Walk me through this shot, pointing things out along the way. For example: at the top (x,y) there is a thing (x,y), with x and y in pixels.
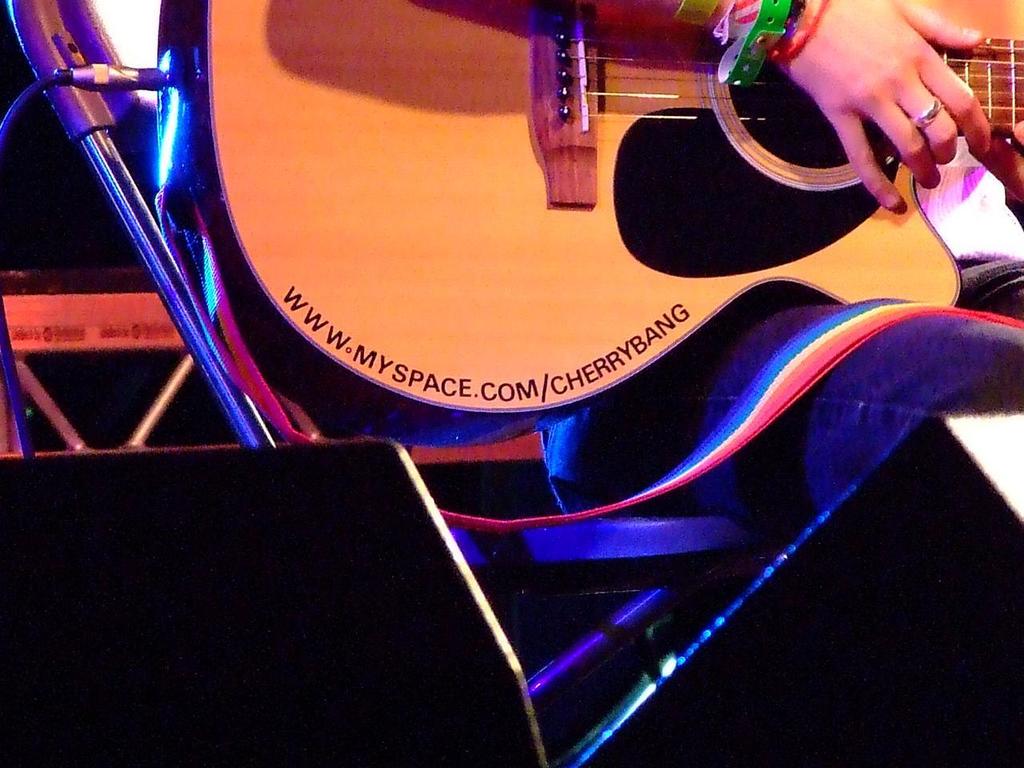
In this picture a half part of the guitar (372,319) is displayed on which myspace. com/cherrybang is written. We also observe a wire cord (132,80) which is connected to the bottom of the guitar (233,80).
